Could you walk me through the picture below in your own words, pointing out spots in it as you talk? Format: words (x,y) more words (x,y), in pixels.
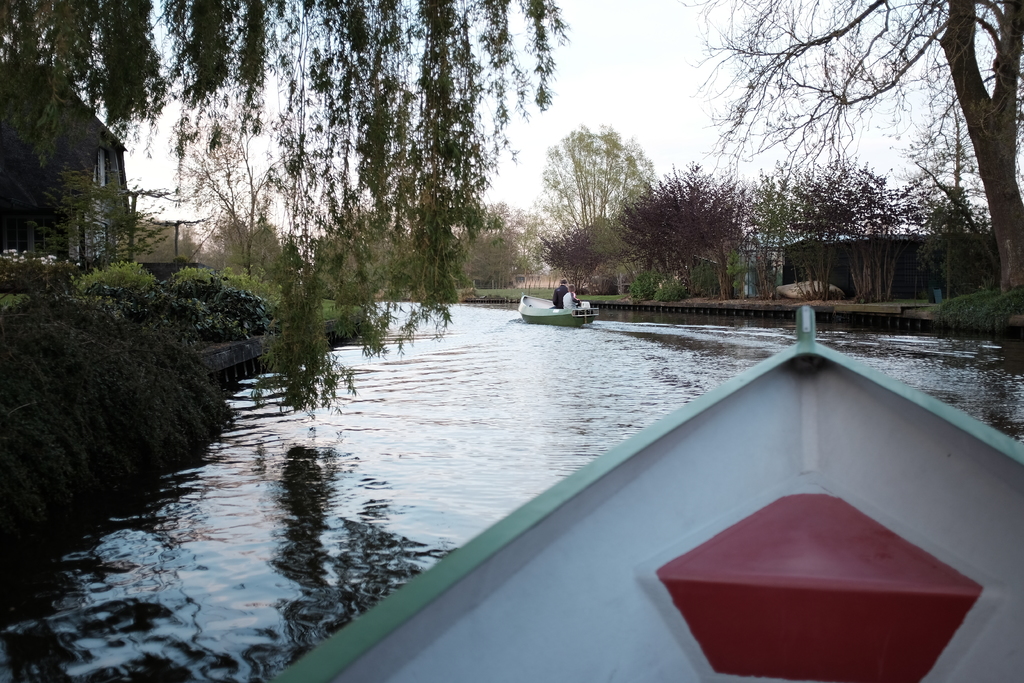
This image is taken outdoors. At the top of the image (554,72) there is the sky (615,51). On the left (185,300) and right sides of the image there are many trees (322,299) and plants (988,301) on the ground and there are two huts (46,172). At the bottom of the image (620,560) there is a boat (694,552) on the lake (341,595). In the middle of the image (406,398) there is a lake (510,395) with water (556,384) and a man (565,285) is sitting in the boat (550,317) and sailing on the lake (515,319).
